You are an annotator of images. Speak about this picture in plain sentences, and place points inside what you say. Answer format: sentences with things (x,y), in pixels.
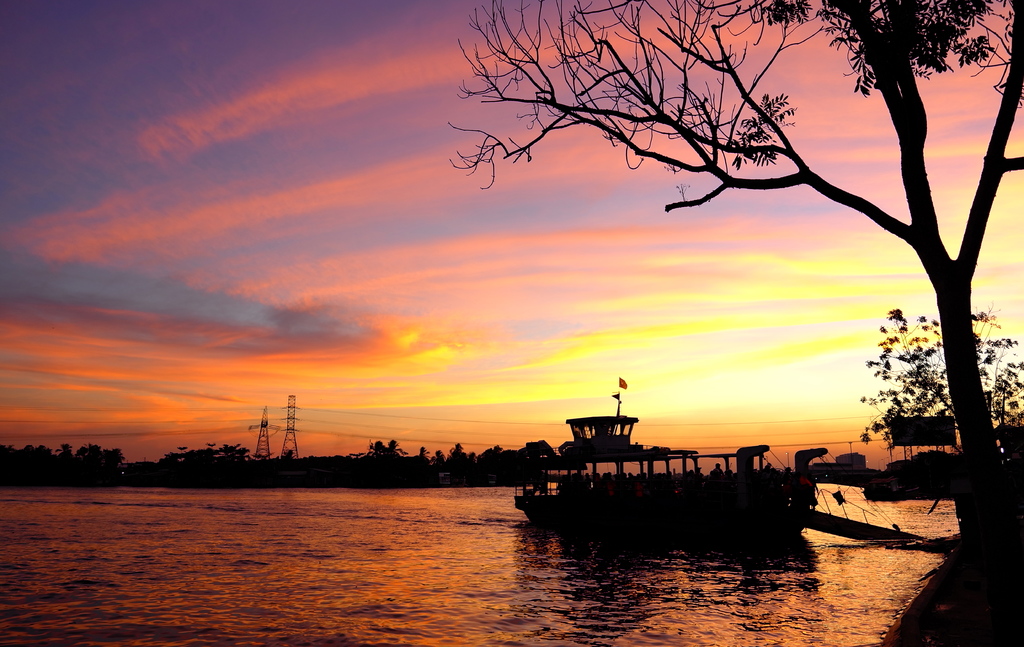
In this image we can see a ship (616,532) on the river (368,525), there are trees (237,464), towers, wires (371,413), also we can see the sky (519,272).
